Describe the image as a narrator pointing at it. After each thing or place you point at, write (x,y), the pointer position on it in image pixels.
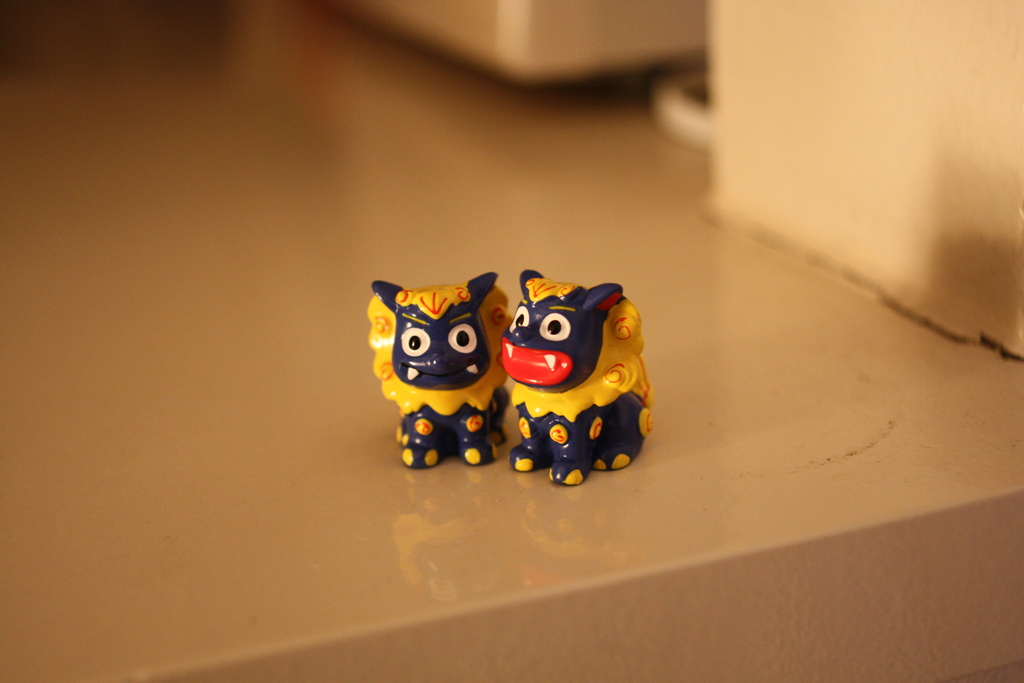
In this image I can see, in the middle (483,426) it looks like there are two dolls (536,401) in blue and yellow color.
